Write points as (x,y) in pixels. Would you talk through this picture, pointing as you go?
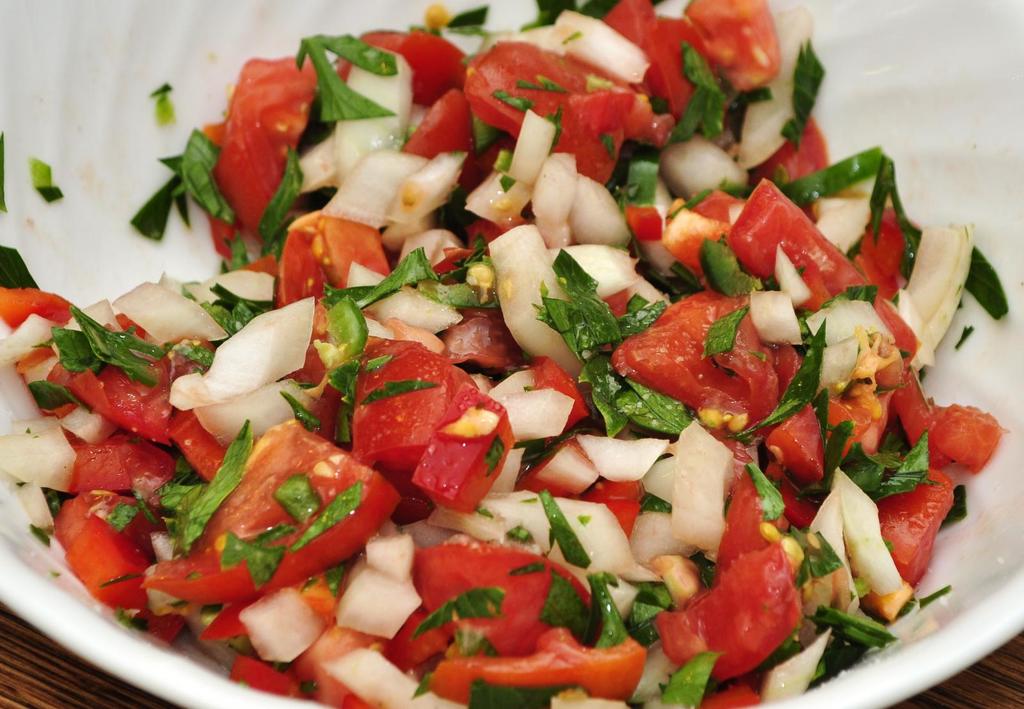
In this white bowl (158,83) there is a salad (386,318). This bowl (94,656) is kept on the wooden surface (37,662).
